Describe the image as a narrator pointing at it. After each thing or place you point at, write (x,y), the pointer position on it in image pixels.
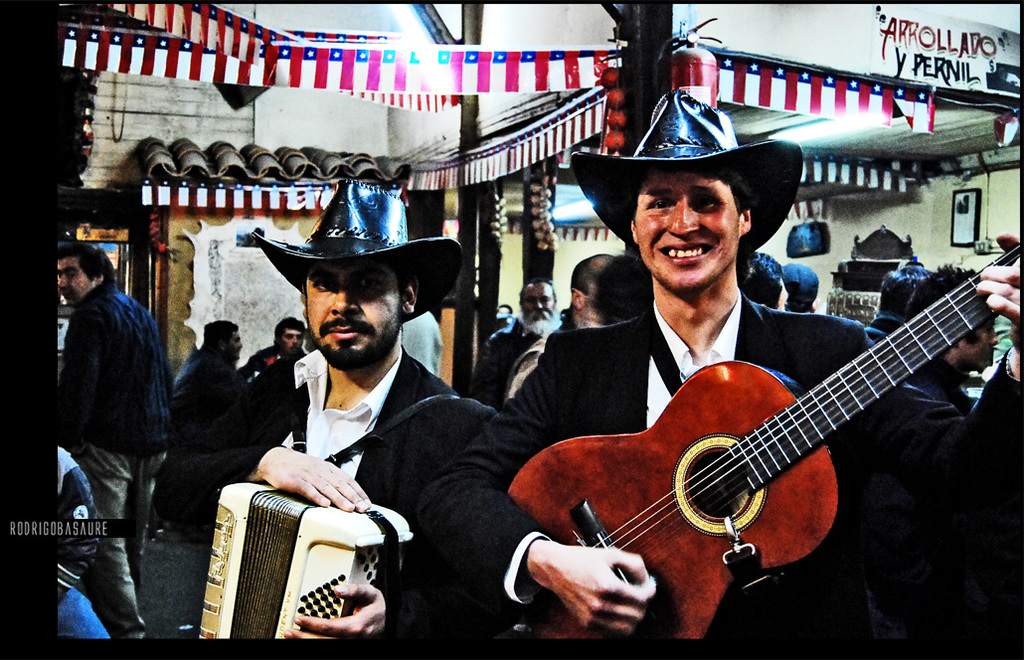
This is the picture of two people (409,252) holding a guitar (873,392) and an accordion (288,538) in black suits (429,378) and hats (314,249).
